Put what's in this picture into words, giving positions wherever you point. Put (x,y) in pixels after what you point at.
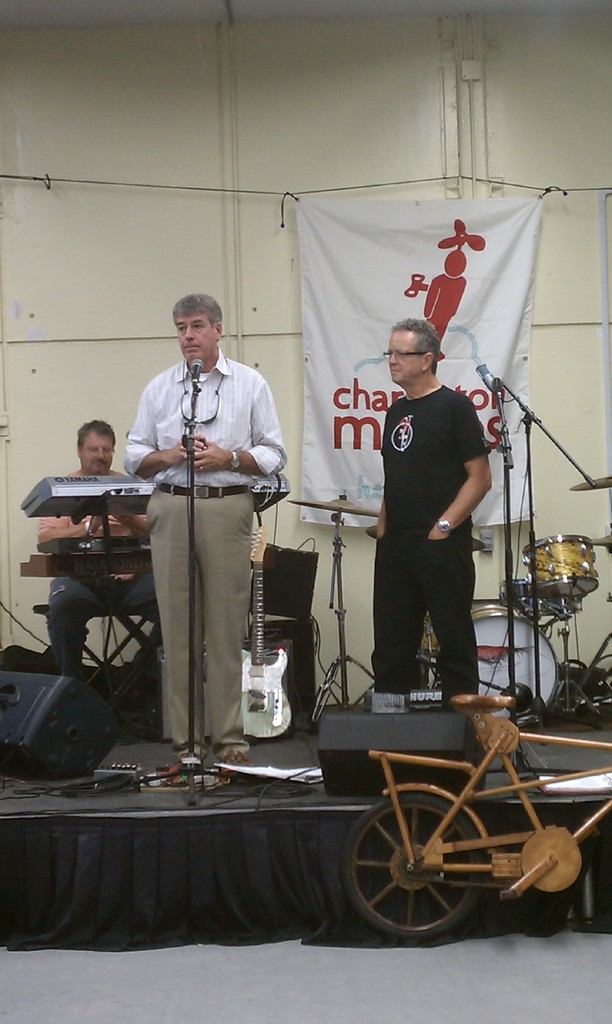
In the foreground of this image (435,858), there is a bicycle (435,931) on the floor (232,957) near the stage (348,819). On the stage (347,810), there are three men (202,493), one is standing in front of a mic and another man (446,568) is standing on the stage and the third man (98,461) is sitting and playing musical instrument (83,504). We can also see drums (564,546), guitar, speakers (351,784) and few mic stands (531,452) on the stage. In the background (437,301), there is a poster (368,265) to the wall (244,117).
